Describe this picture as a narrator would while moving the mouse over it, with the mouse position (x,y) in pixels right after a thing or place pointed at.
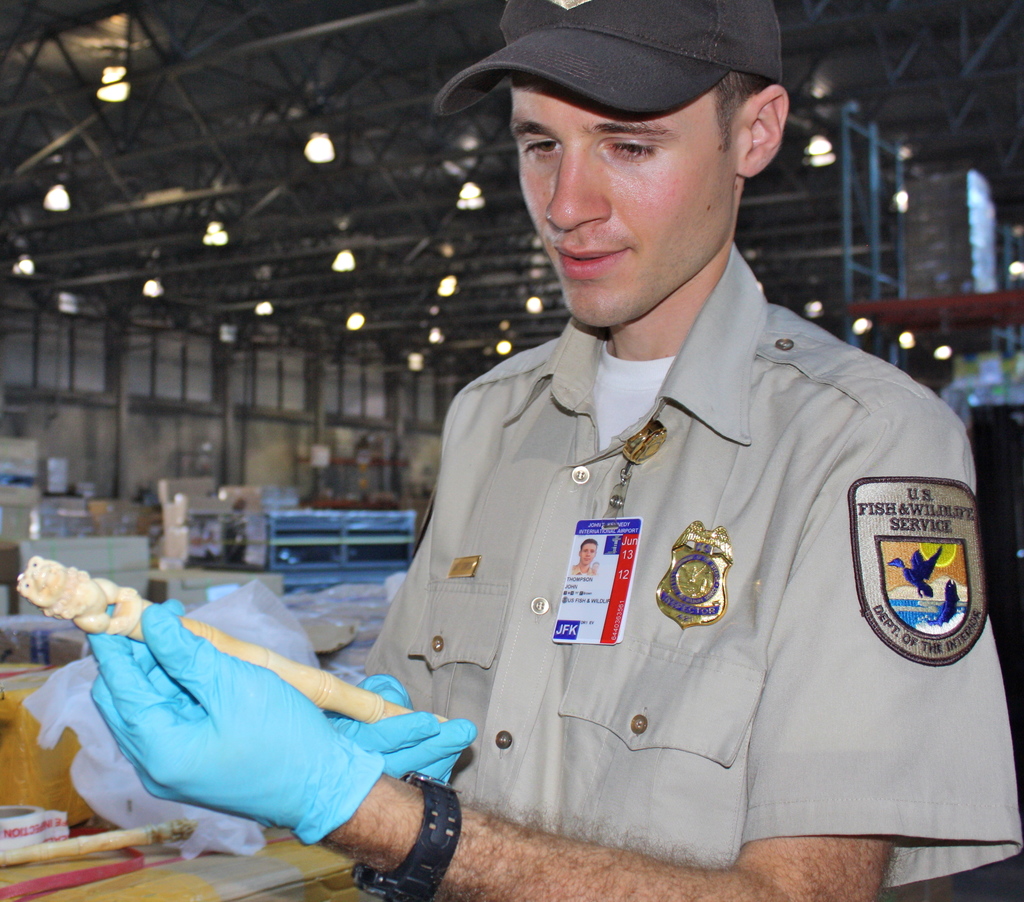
In this picture we can see a man (582,847) wore a cap (698,14), watch (440,852), gloves (171,768) and holding a stick (109,592) with his hand (388,742) and smiling and at the back of him we can see the lights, rods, plastic covers (218,608) and some objects (306,537) and in the background (115,455) we can see the wall (253,429).
